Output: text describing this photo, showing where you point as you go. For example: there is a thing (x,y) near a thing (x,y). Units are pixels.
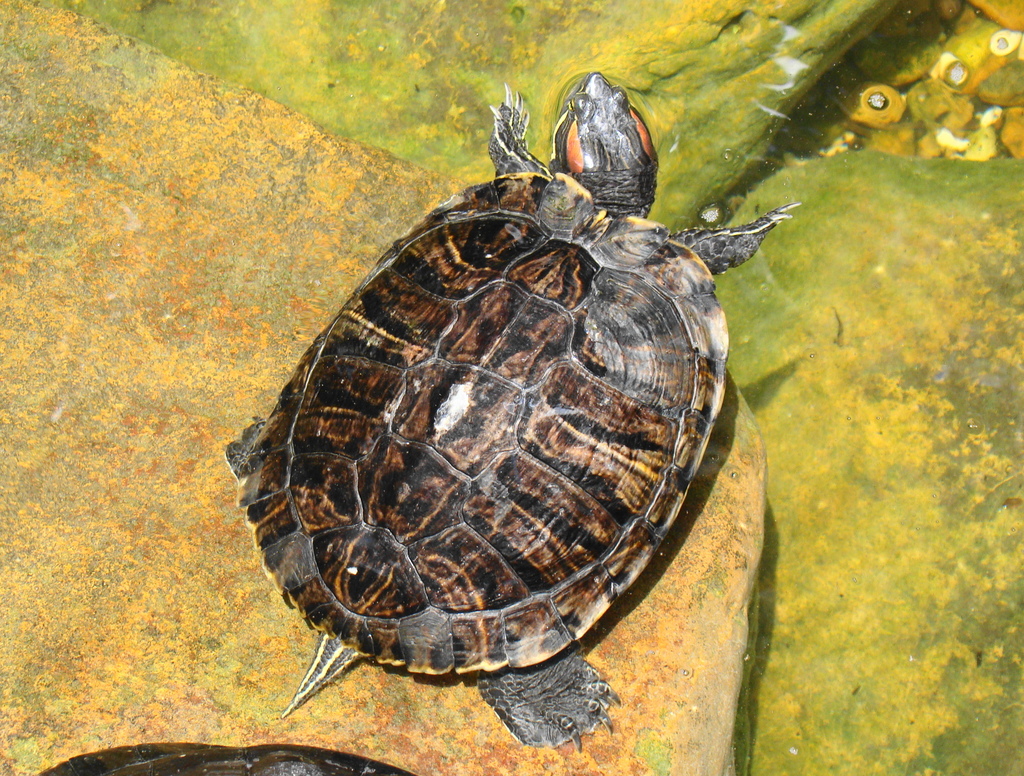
This image consists of a turtle (477,383) on the rock (87,505). At the bottom (894,603), there is water (807,296). The turtle (472,494) is in black color.
